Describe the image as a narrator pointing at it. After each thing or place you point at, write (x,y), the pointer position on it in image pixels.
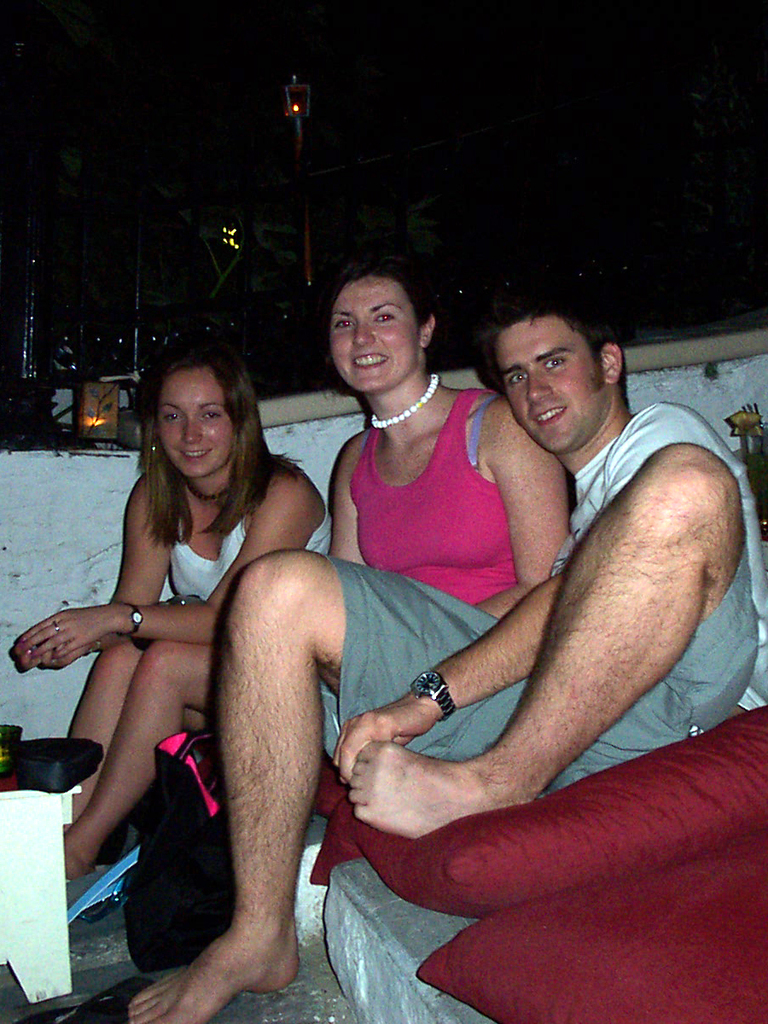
In the image in the center (454,497), we can see one table (57,847), pillows (500,857) and three persons (493,617) are sitting and smiling. In the background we can see poles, lights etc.
